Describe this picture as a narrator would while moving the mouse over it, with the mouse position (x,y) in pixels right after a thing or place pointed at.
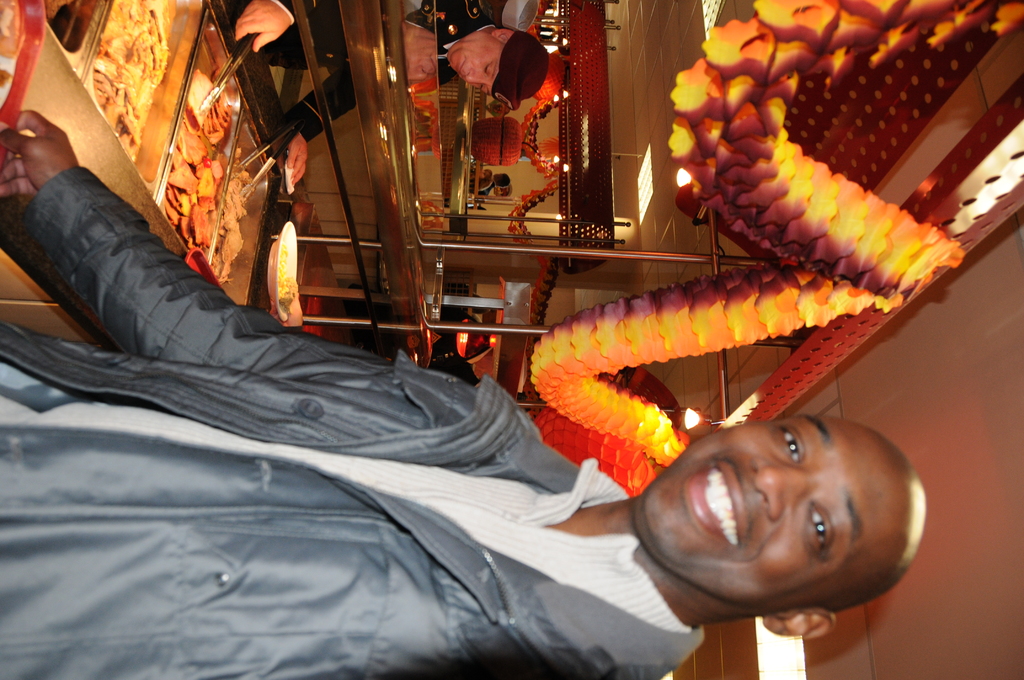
In this image in front (195,483) there is a person (488,573) wearing a smile on his face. Beside his there are food items (201,181) on the table (263,263). There are spoons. There is a person (329,35) standing in front of the table (253,61) and he is holding the spoon (222,91). In the center of the image (572,386) there are decorative flowers (553,373). In the background of the image (528,216) there is a mirror (484,200). On top of the image (641,207) there are lights (687,184).
